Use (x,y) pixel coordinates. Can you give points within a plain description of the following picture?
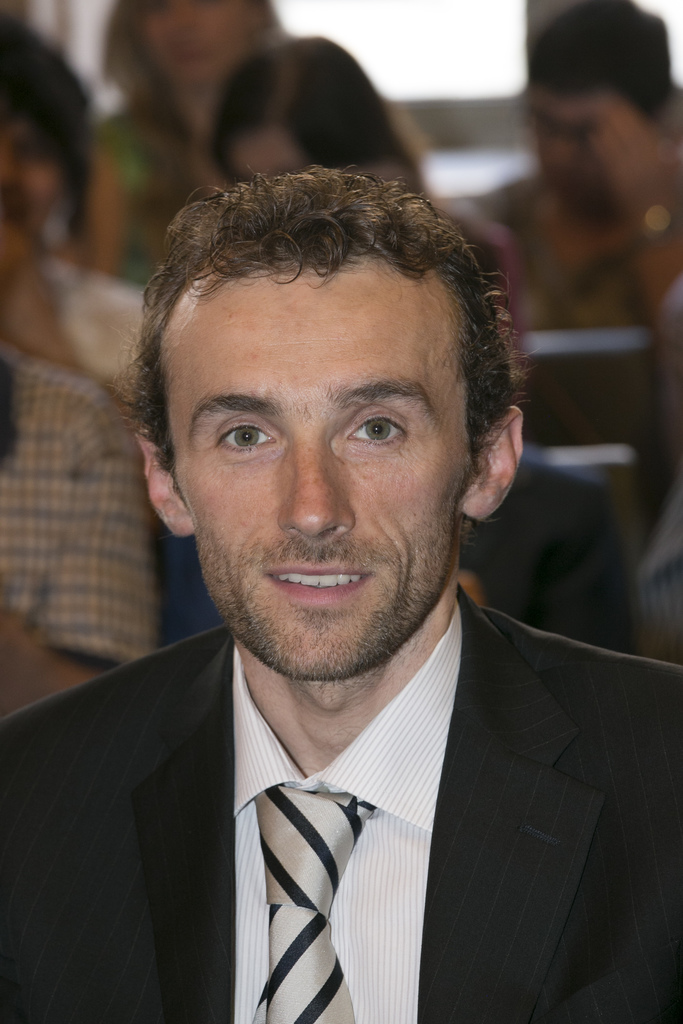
In this picture we can see a man (173,742) in the black blazer (70,718) and behind the man (266,612) there are groups of people (554,309).
